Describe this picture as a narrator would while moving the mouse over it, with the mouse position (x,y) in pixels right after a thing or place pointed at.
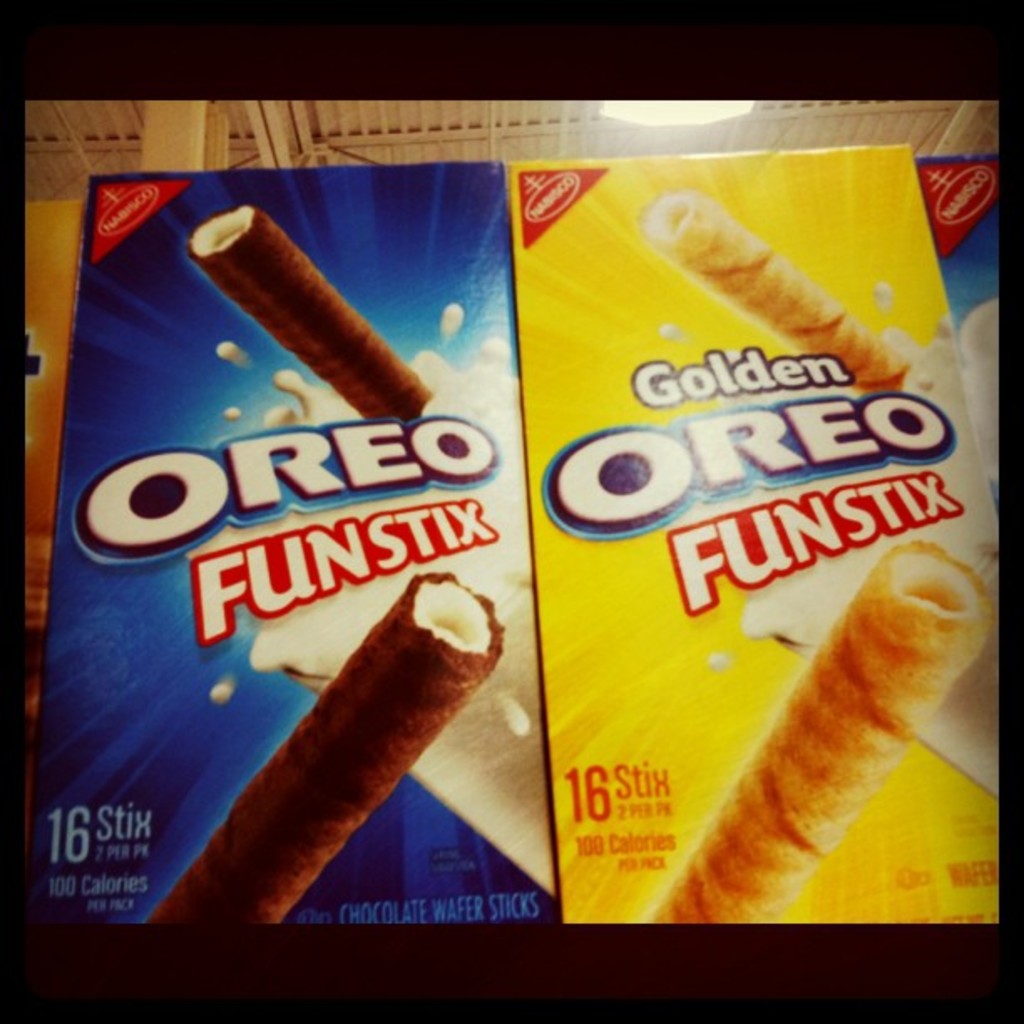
In the foreground of this image (599,877), it seems like a screen (6,362) in which there are few cardboard snack boxes (413,362). Behind it, there is a light (707,105) to the ceiling (430,114).
